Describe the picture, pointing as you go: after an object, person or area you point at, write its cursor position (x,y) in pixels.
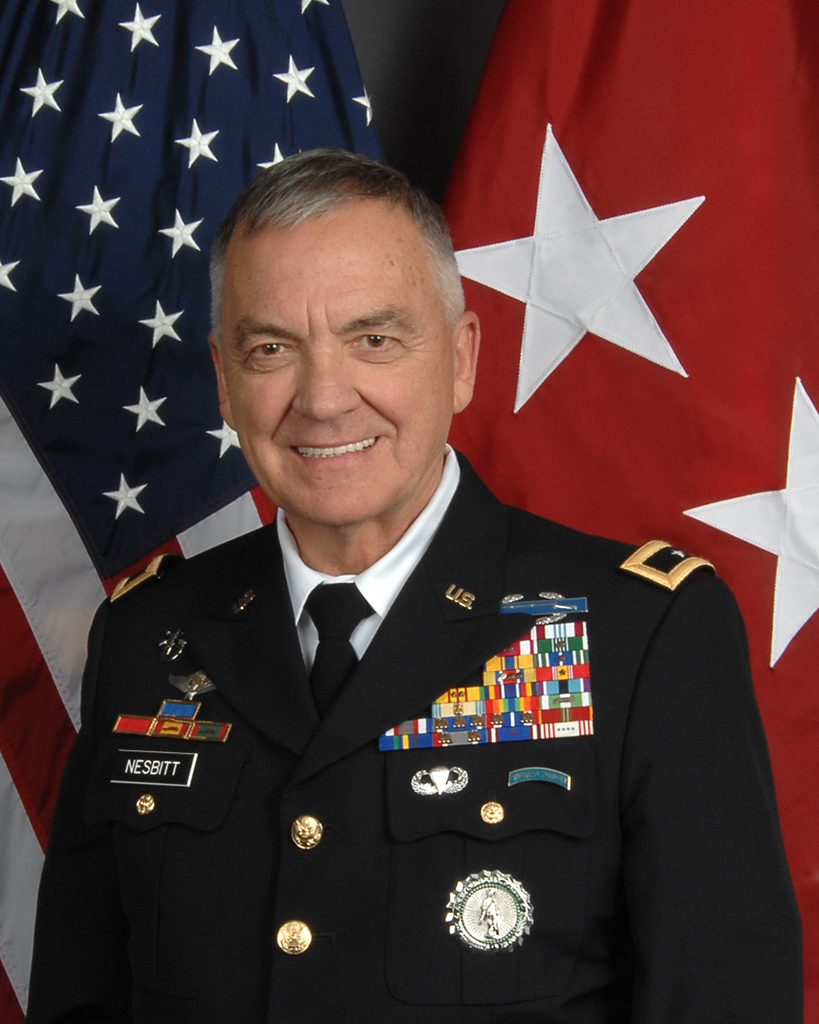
In the picture I can see a person (377,587) wearing black suit (368,744) and there are few objects (391,737) attached to it and there are two flags (248,114) behind him.
